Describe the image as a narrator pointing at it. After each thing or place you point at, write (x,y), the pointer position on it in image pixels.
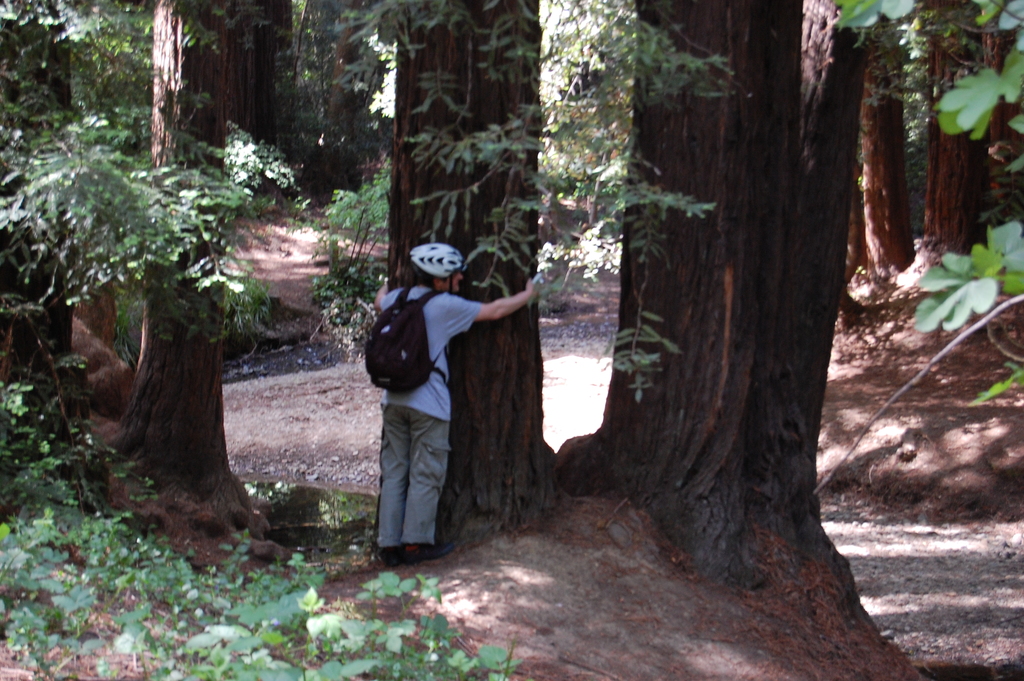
In this image, we can see a person (429,462) standing and holding a tree trunk (499,323), that person (432,447) is wearing a bag (390,318) and wearing a helmet (420,257), we can see some plants (462,650) and trees (644,115). We can see the way (981,622).
